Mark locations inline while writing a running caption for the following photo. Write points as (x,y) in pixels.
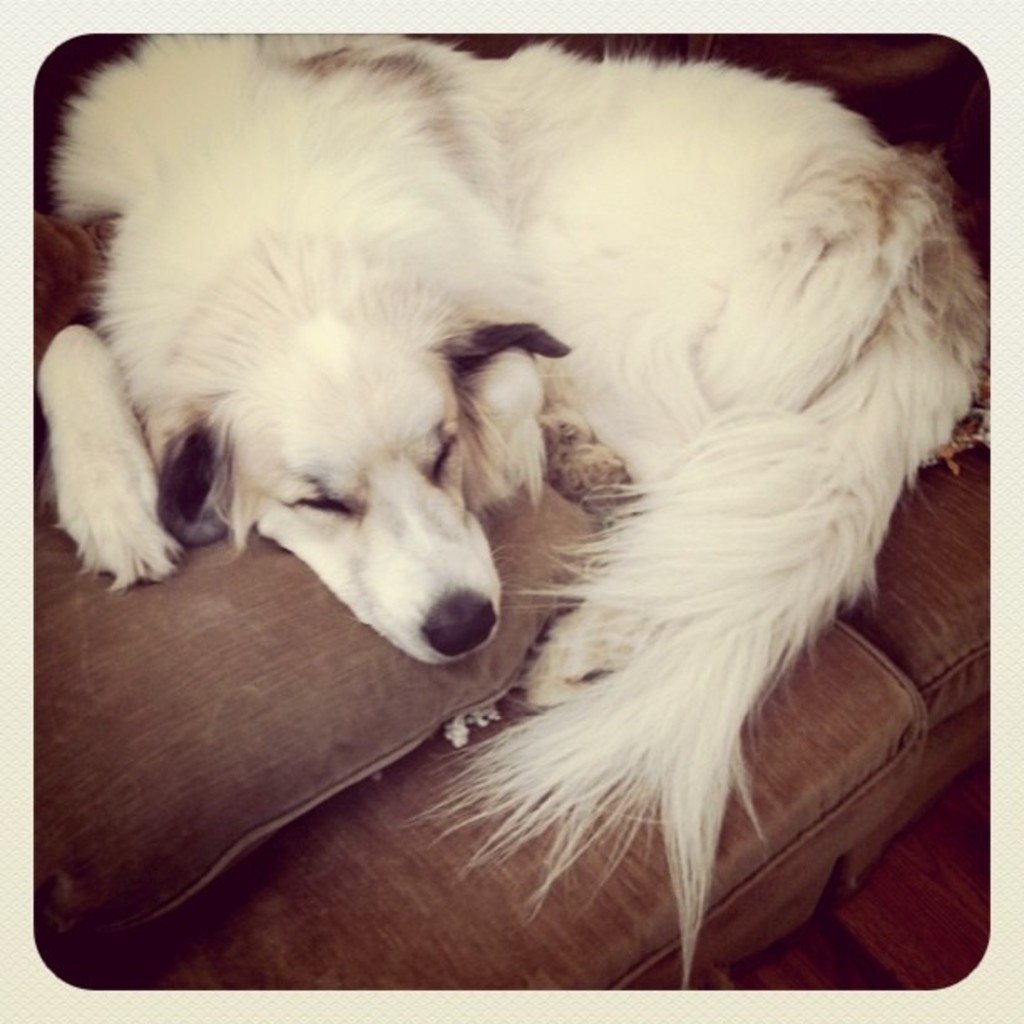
In this image I see a dog (455,410) which is of white in color and I see that it is on a couch (516,617) which is of brown in color.
